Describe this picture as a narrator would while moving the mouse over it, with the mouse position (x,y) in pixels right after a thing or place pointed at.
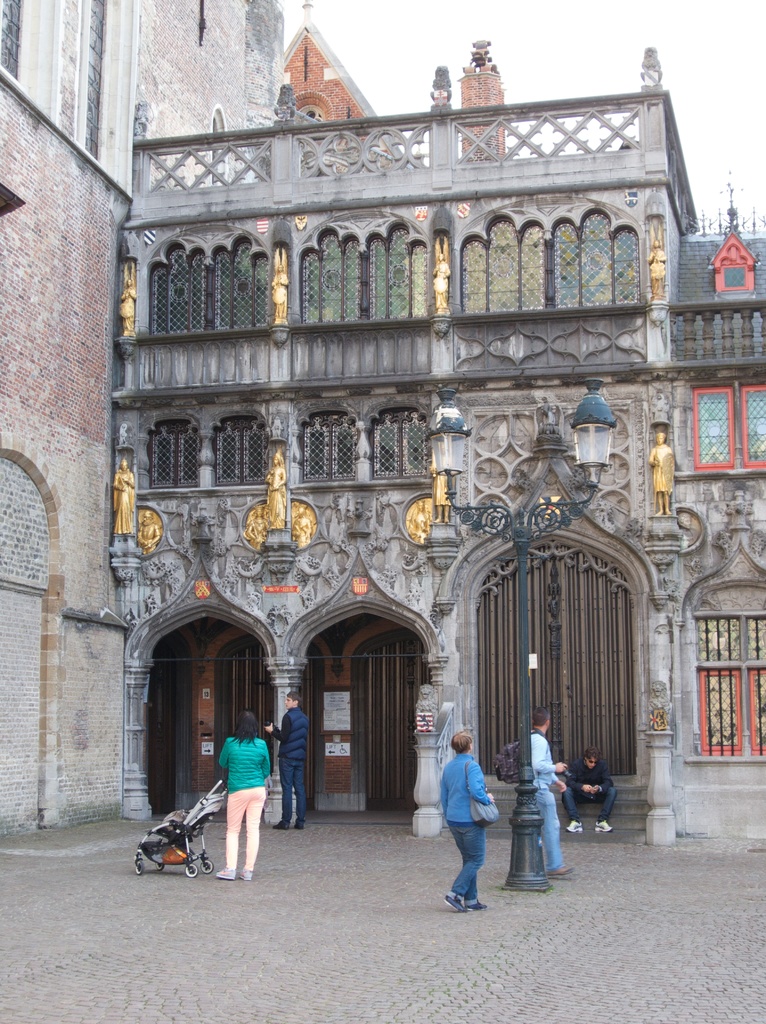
In this image I can see some people (275,735). In the background (373,396), I can see the building (411,332).
